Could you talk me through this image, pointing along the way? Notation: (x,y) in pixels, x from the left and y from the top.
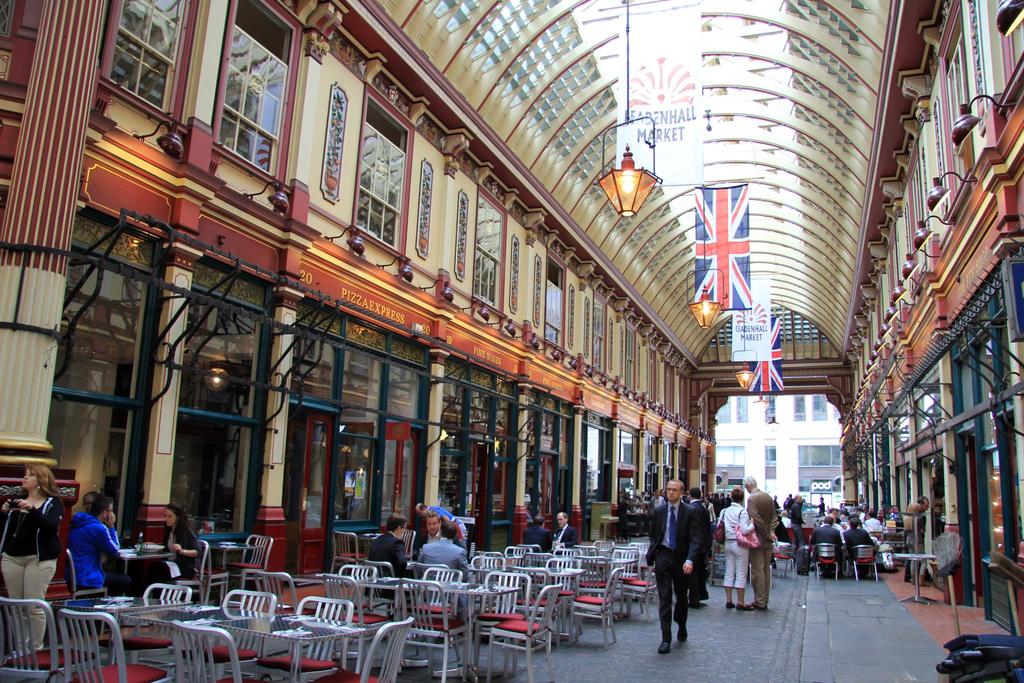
In the image we can see there are people (455,550) sitting on the chair (431,584) and there are other people (764,582) standing on the footpath (709,632). There is a roof (867,13) of the building (601,377) on the top (751,84) and there are lightings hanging from the top.
